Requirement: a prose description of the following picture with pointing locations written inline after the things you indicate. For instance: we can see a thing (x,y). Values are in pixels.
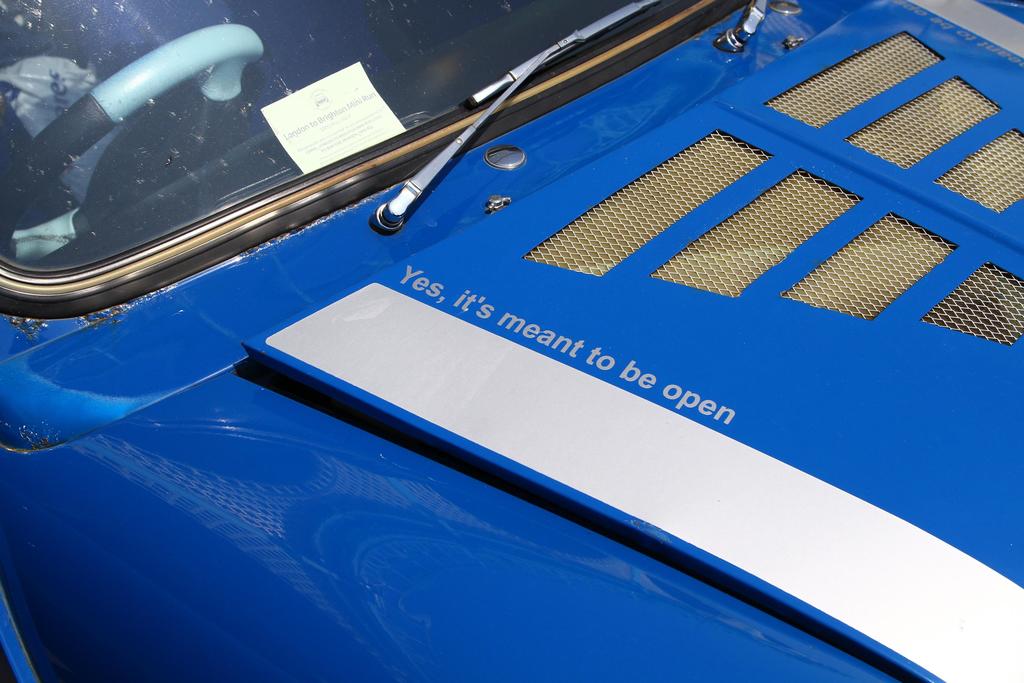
In this image, I think this is a car (527,487), which is blue and white in color. These are the glass wipers (384,219). I can see the letters (417,280) written on the bonnet (736,401). I think this is a steering wheel (228,40). I can see a paper (293,123), which is kept on the glass (324,39).
